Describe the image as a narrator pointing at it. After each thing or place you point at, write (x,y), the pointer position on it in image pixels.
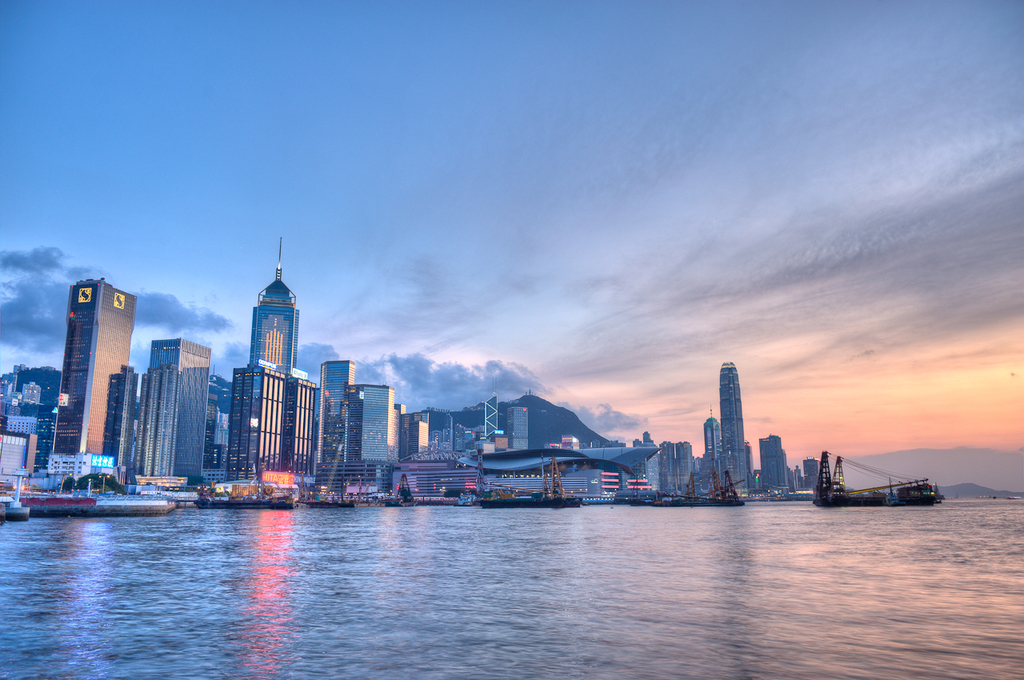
In this picture we can see few ships (234,494) on the water (536,556), in the background (428,435) we can find few buildings (353,421), lights (285,479) and clouds (767,292).
